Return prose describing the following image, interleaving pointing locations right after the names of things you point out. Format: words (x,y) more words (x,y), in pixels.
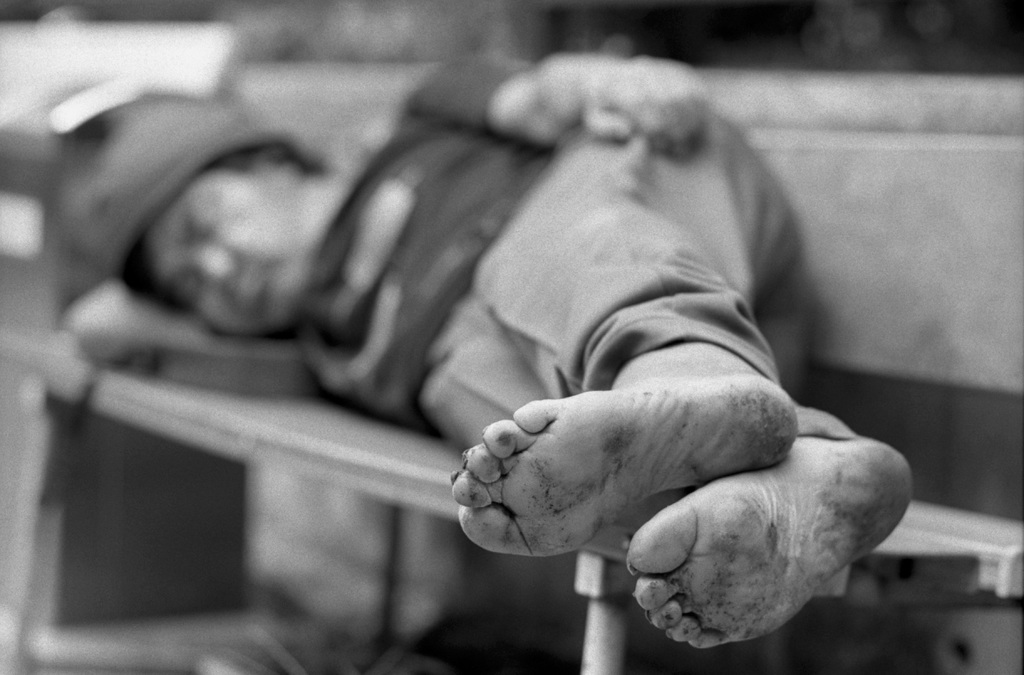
In this picture I can see a person (482,303) lying on the bench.
